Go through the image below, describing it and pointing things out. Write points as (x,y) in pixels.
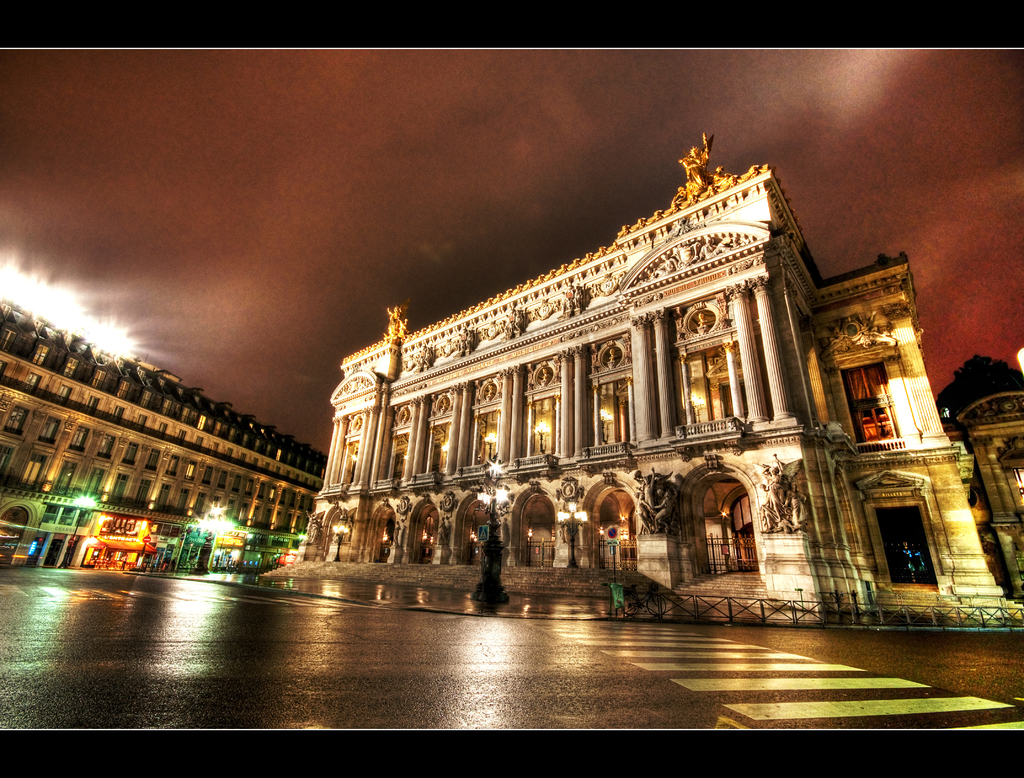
In this picture we can see buildings (608,397), lights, statues (674,529), sky (420,181) and road (865,647). At the top (453,9) and bottom of the image (490,770) it is dark.
